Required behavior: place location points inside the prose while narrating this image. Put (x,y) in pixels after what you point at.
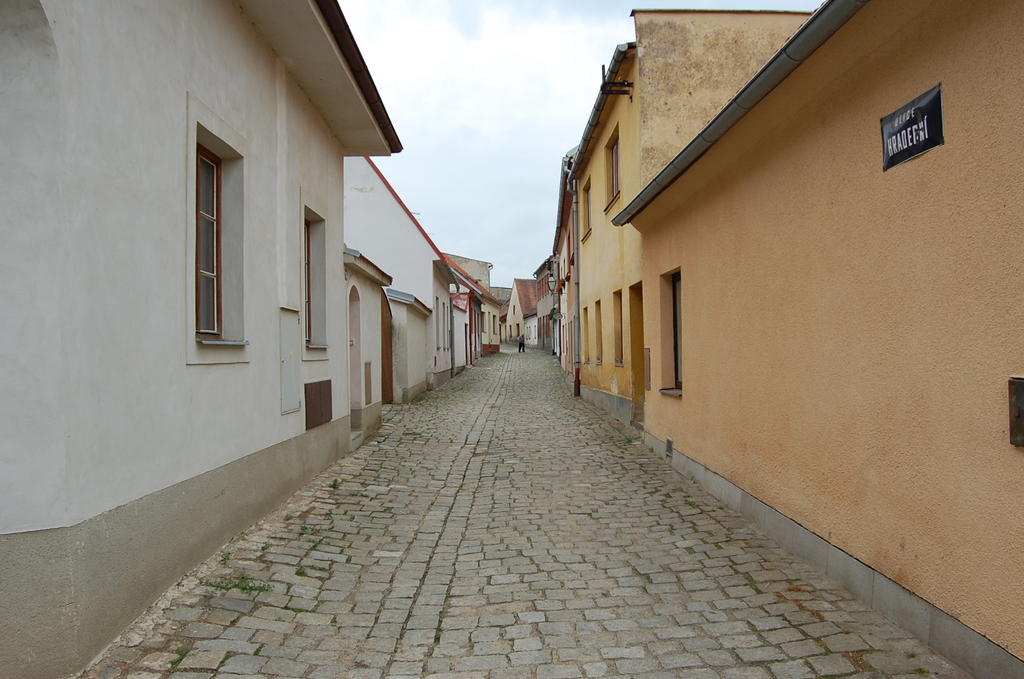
Here we can see buildings (367,291) and windows (217,269). Poster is on the wall (830,370). Sky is cloudy.
